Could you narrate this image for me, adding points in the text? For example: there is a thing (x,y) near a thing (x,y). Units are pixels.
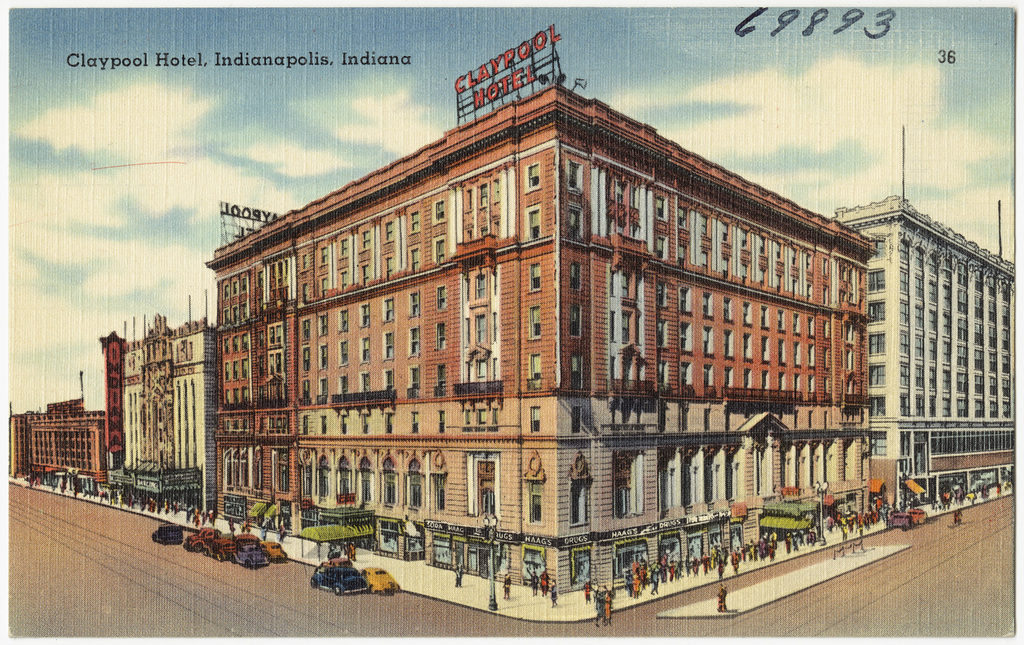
It is the printed image of many buildings (503,378) and in front of the buildings (127,446) there are some vehicles (317,586) and some people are moving on the footpath (367,561).
